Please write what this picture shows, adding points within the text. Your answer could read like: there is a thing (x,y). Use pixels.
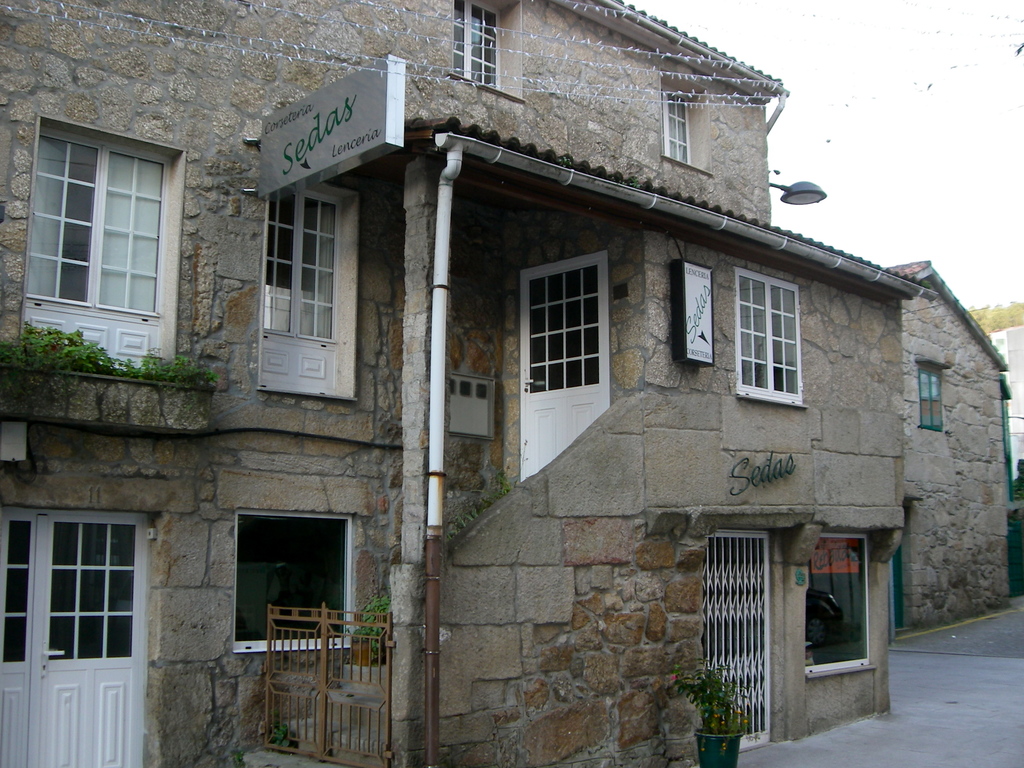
This image consists of a building (749,456). On which there are boards (675,269) fixed. At the bottom (717,737), there is potted plant (727,737) near the gate (757,688). On the right (983,672), there is a road (969,620). At the top (915,65), there is sky (912,166). And we can see a light (822,196) fixed to the wall (690,375). There are small plants (111,362) near the window (138,312).
